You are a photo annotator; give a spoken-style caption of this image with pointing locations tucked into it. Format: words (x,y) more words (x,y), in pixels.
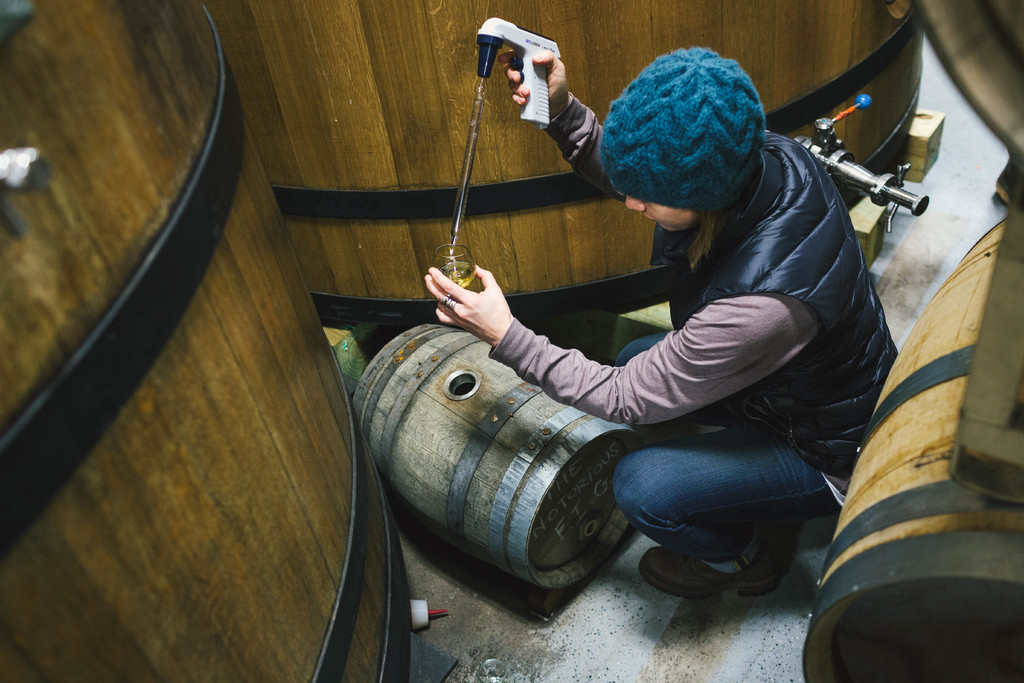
In this image we can see a person (651,149) holding a device (527,66) and a glass (472,277) in his hands (468,290). In the background (855,160), we can see a group of barrels (447,488) placed on some wood blocks (875,223), we can also see a pipe (886,197) on a barrel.
